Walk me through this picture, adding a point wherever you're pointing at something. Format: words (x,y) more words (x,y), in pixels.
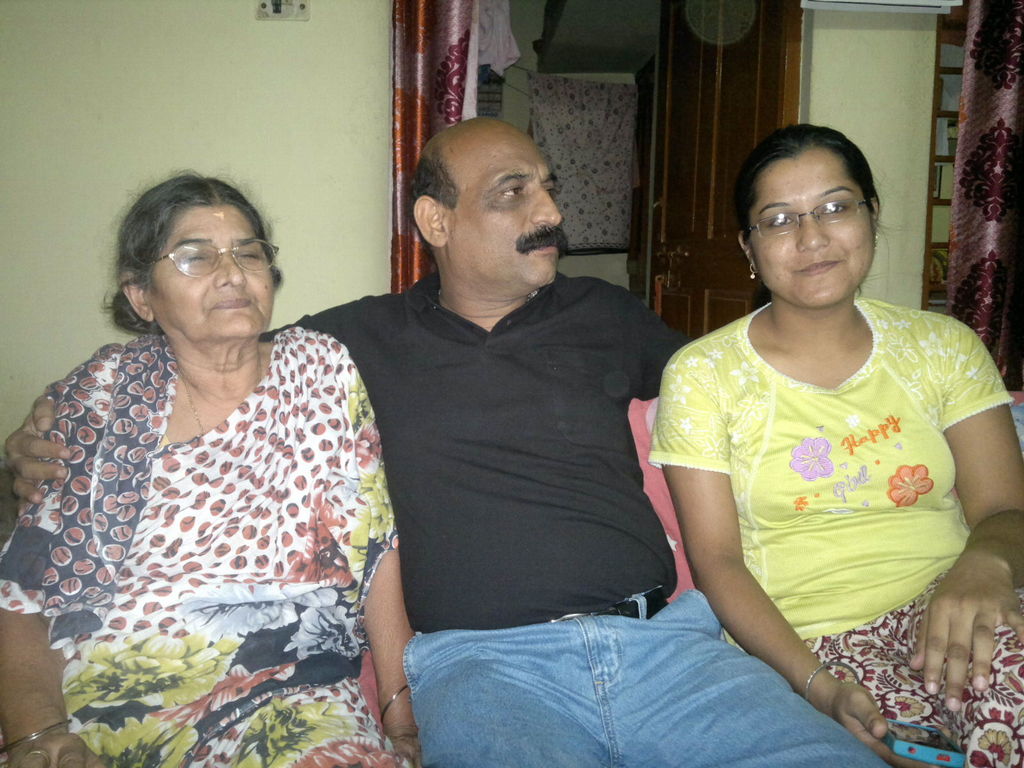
In the picture there is a man (403,299) and two women (784,503) present sitting on the sofa (656,511), behind them there is a wall (366,162), on the wall (376,81) there is a door (697,9), there are curtains (1013,34) present.
